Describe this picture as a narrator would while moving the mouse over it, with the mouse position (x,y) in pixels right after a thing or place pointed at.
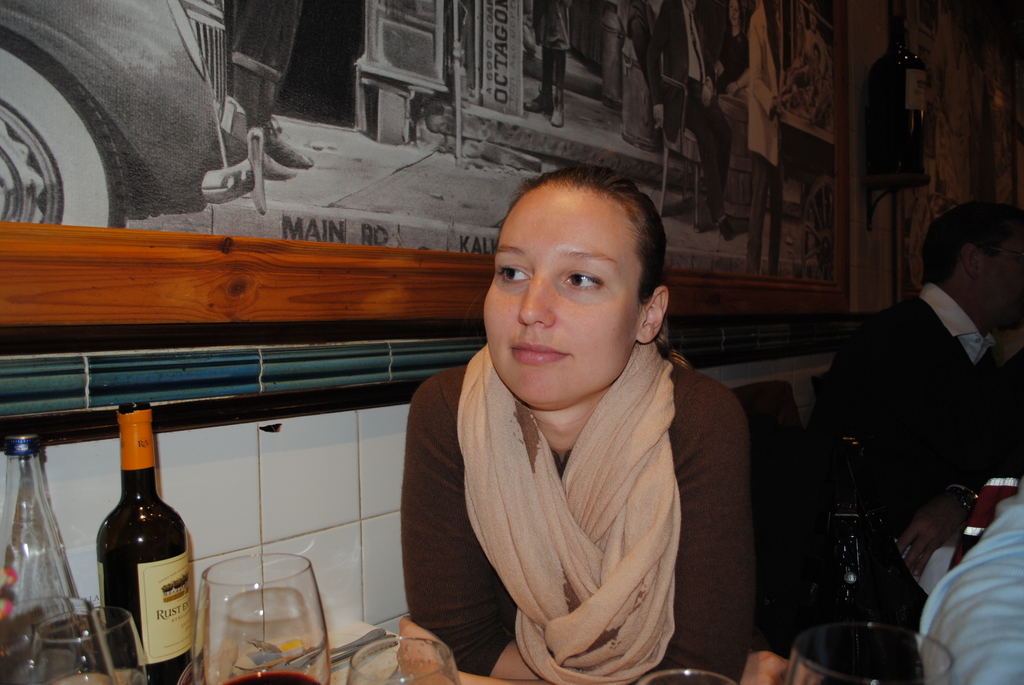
A woman (530,460) wearing a scarf (593,544) is sitting. In front of her there is a table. On the table (332,643) there are bottles (125,520), glasses (286,642). On the side there is a tile wall (312,477) also there is a wall painting (281,220) with photo frame (274,282). In the background (859,411) there are some people (930,489) sitting.
